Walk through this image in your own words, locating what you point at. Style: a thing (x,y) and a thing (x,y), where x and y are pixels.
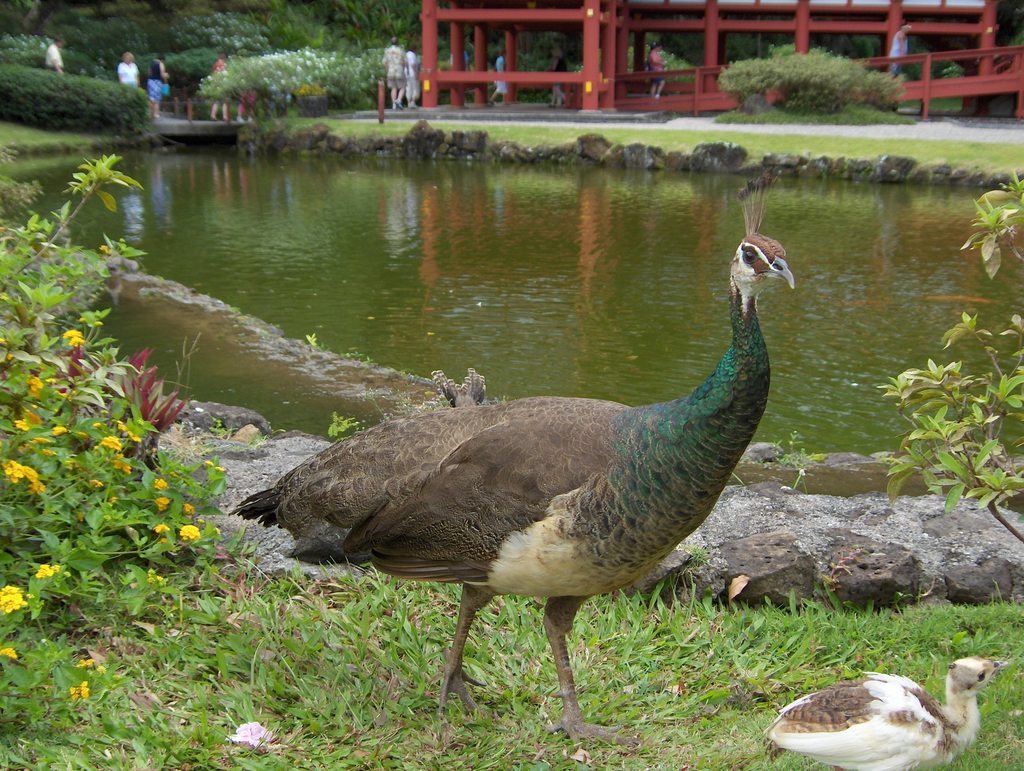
In this image in the foreground (582,550) there are some birds (644,556), in the center (656,314) there is one pond (495,314). At the bottom (400,692) there is grass (319,692) and some plants (125,455) and flowers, in the background (125,106) there are some people (897,64) who are walking and there are some poles (454,56) and some trees (415,17) and plants (879,81).
